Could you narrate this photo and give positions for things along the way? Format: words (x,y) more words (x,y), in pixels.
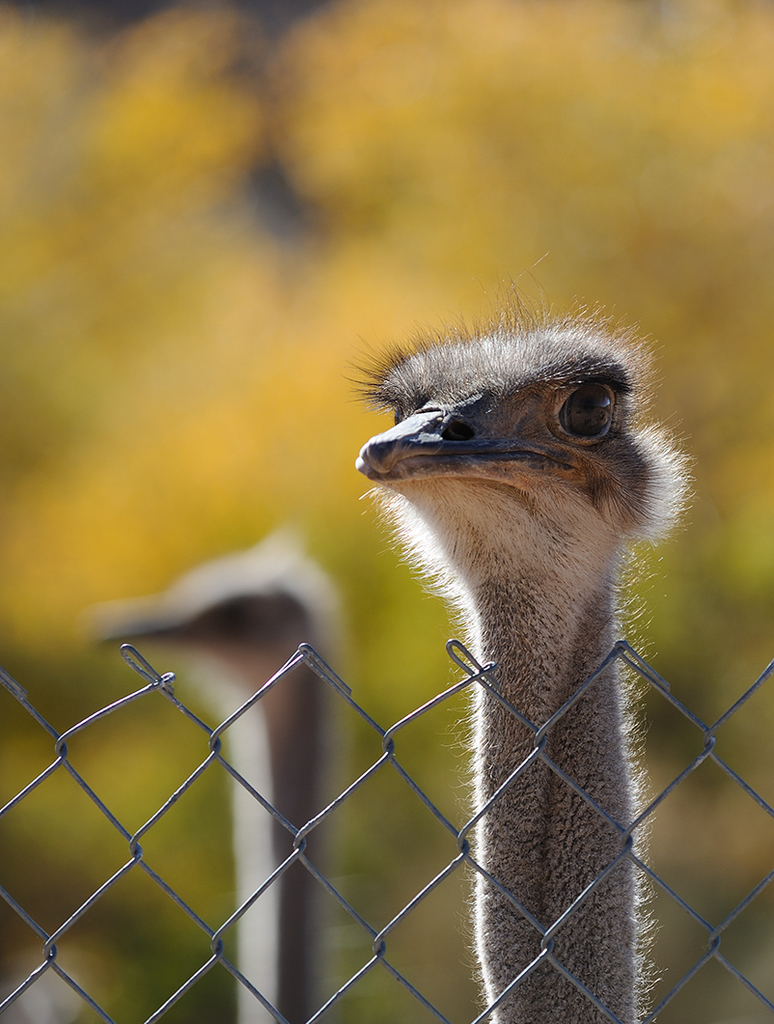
In this image, we can see two ostrich heads (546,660) and there is a fence (245,708), there is a blurred background (744,204).
